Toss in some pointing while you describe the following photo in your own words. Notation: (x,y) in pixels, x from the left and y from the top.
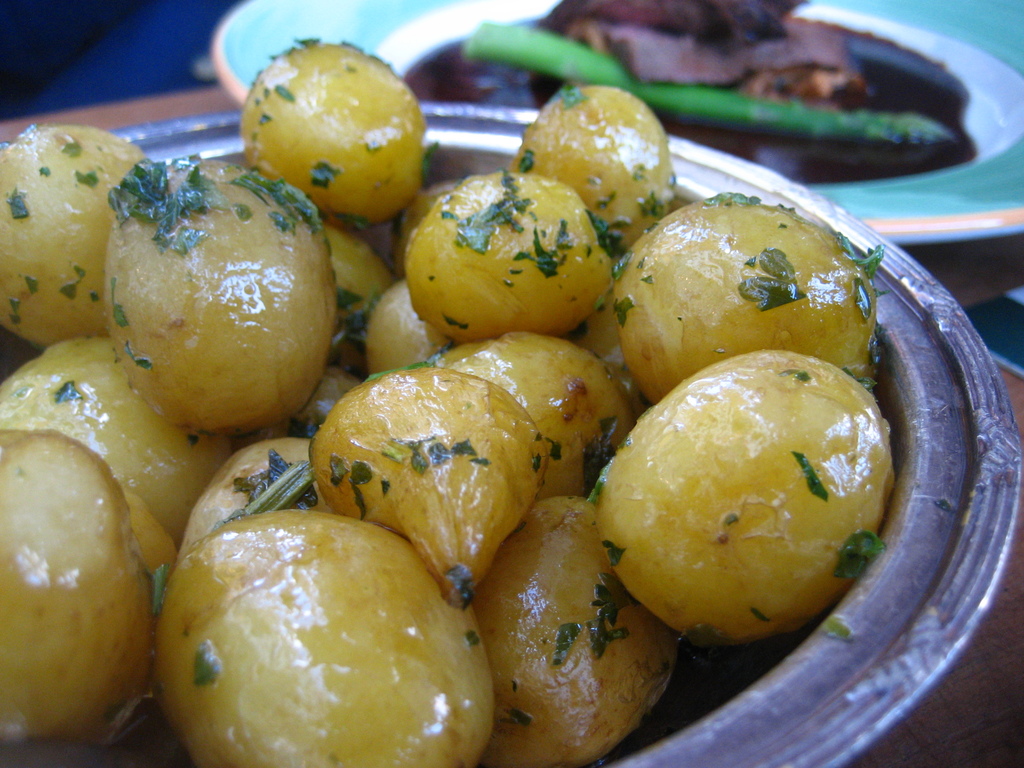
In this image I can see number of food items (632,336) in this plate (945,421). I can also see colour of these items (466,527) are yellow. In the background (547,79) I can see food (577,42) in a plate (964,220) and I can see this image is little bit blurry from background (1010,100).
